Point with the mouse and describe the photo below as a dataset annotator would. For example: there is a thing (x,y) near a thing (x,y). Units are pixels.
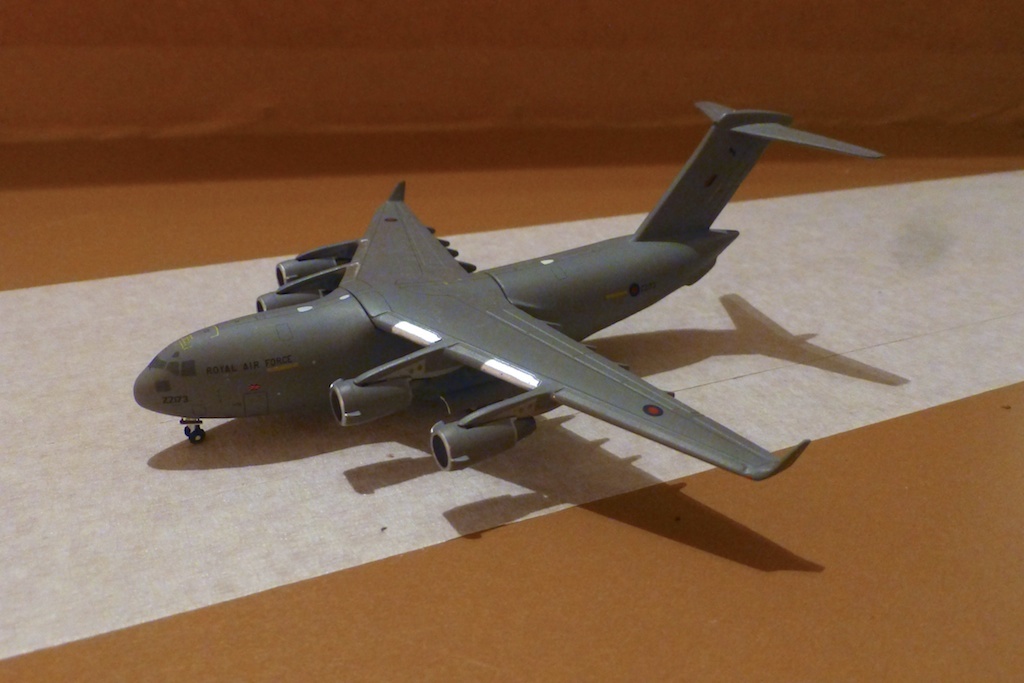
In the picture there is a toy aircraft (370,360).
